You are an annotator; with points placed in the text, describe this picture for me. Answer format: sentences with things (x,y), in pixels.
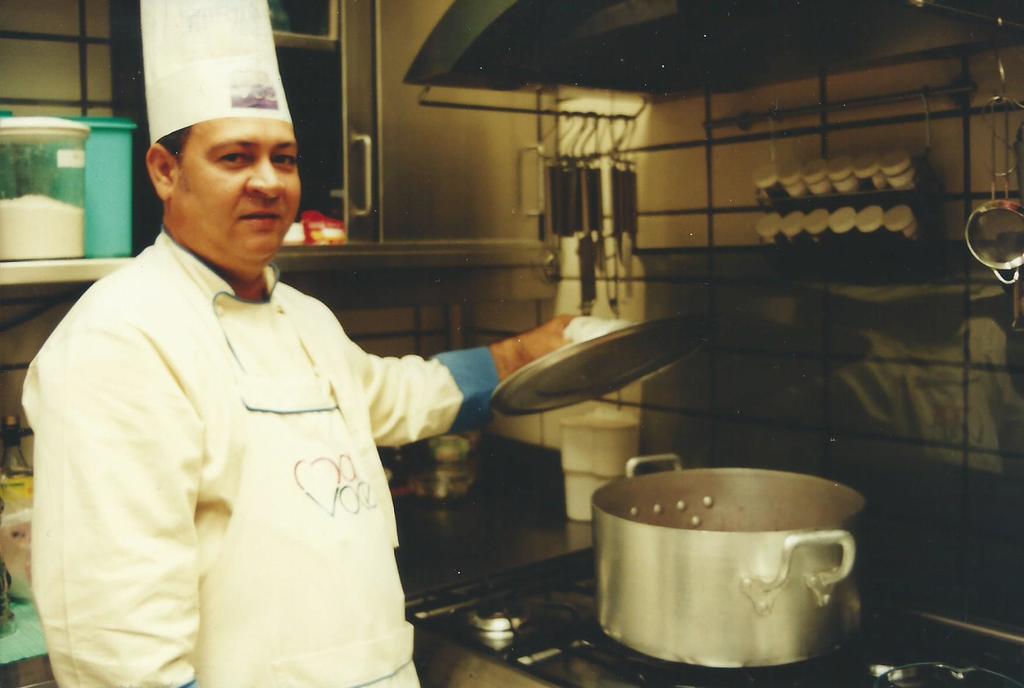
In this picture we can see a person (281,362) holding a plate (607,349) in his hand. We can see a vessel (608,559) on the gas stove (451,642). There are a few boxes (907,167) in the shelves (864,159). Few spoons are visible in racks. We can see other objects (619,464) on a black surface (414,534).
